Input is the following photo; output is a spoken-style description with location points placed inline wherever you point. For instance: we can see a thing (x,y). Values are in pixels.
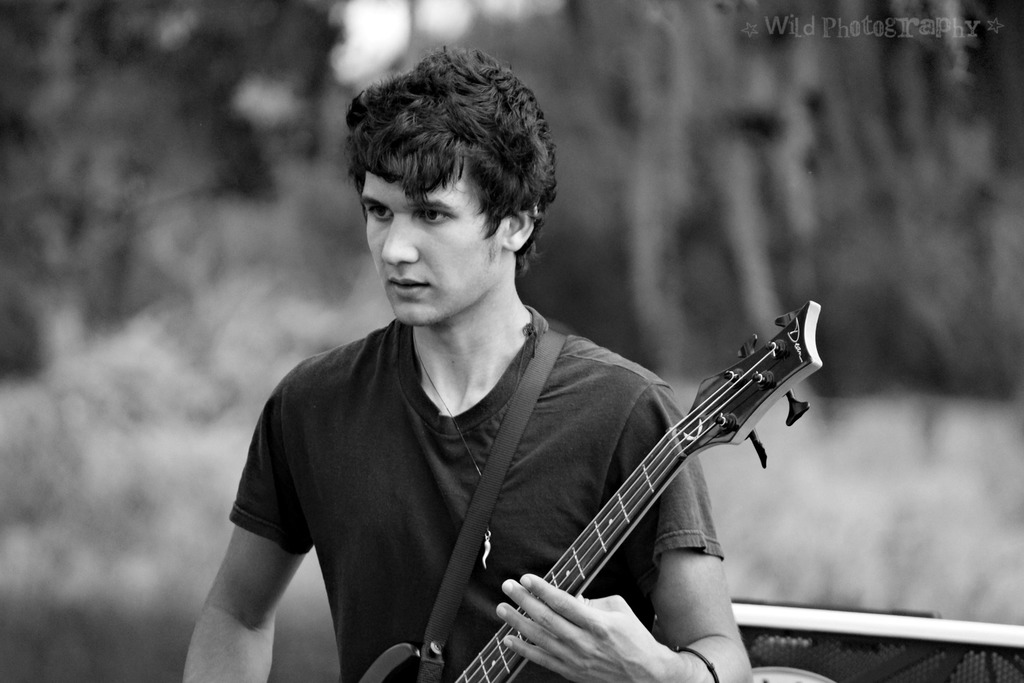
In this picture a man (441,309) is playing guitar (713,434), in the background (701,227) we can find couple of trees (739,210).
